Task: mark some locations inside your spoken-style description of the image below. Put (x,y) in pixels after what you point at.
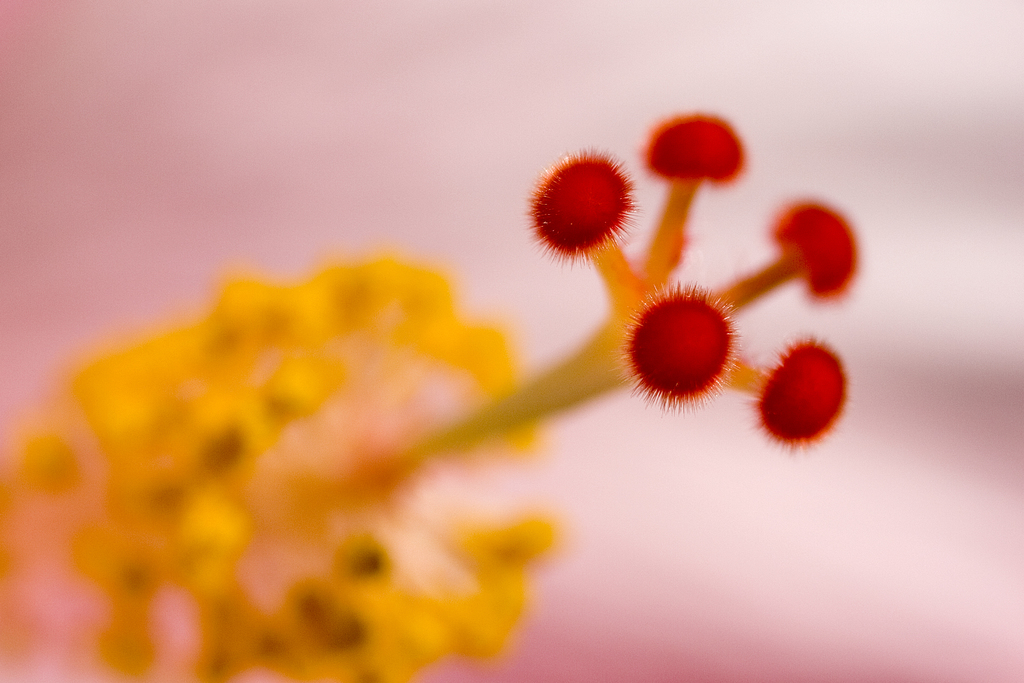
In the image we can see a flower (844,302). Background of the image (332,135) is blur.
